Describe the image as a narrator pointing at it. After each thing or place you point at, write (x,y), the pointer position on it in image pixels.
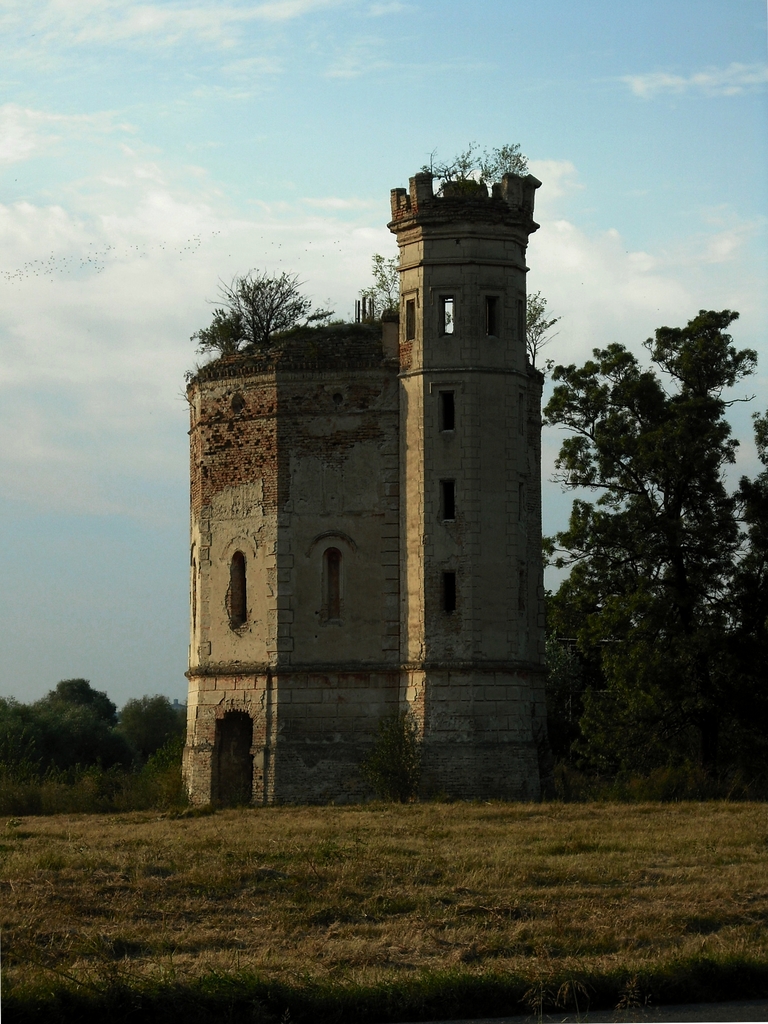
In this image, we can see a fort (324,626) with walls (310,716) and windows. Here we can see plants (740,780), trees (693,622) and grass (244,920). Background (28,509) there is a sky (728,473).
